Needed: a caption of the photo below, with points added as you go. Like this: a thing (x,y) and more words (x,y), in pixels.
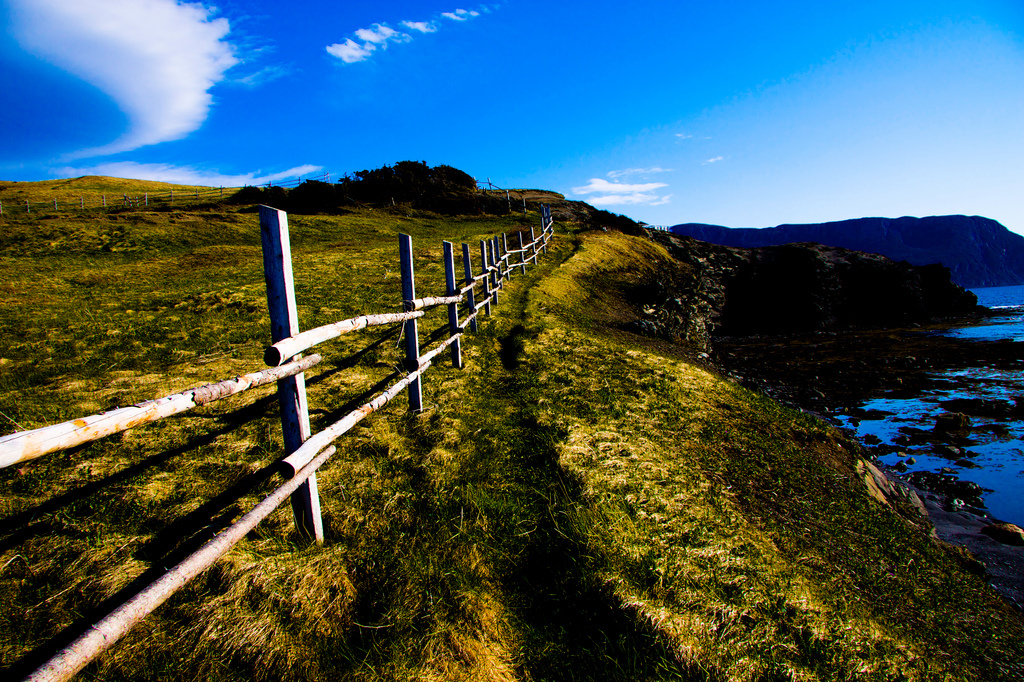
In this picture we can see grass (143,244), wooden fence (270,368) and water (1011,485). In the background of the image (722,205) we can see hill (763,239) and sky (494,86) with clouds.
